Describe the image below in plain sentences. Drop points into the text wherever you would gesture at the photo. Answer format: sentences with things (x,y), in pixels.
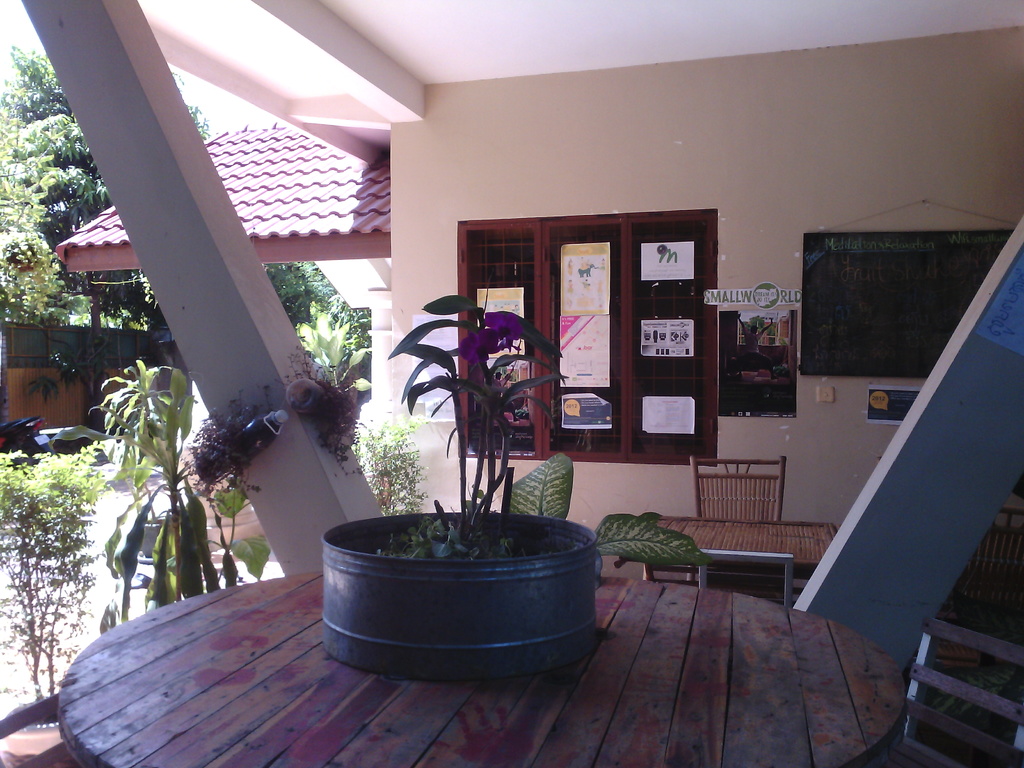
In the center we can see table (615,753), on table (648,733) there is a plant pot (573,569). In the background (612,188) we can see wall (605,188), window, table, chair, plant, roof (265,227), sky (220,112), tree (63,167) and bike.
